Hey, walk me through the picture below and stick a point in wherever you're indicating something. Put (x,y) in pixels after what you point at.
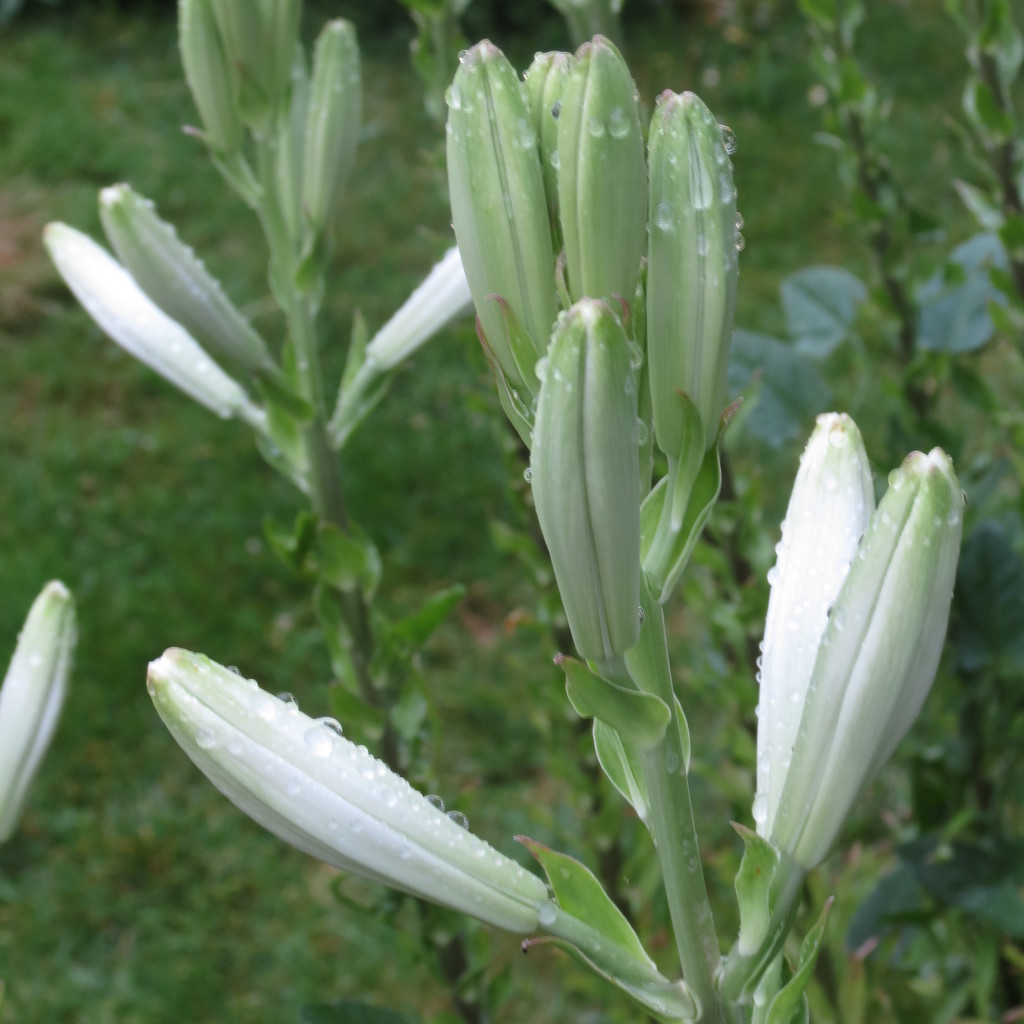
In a given image I can see a plants (538,494).
